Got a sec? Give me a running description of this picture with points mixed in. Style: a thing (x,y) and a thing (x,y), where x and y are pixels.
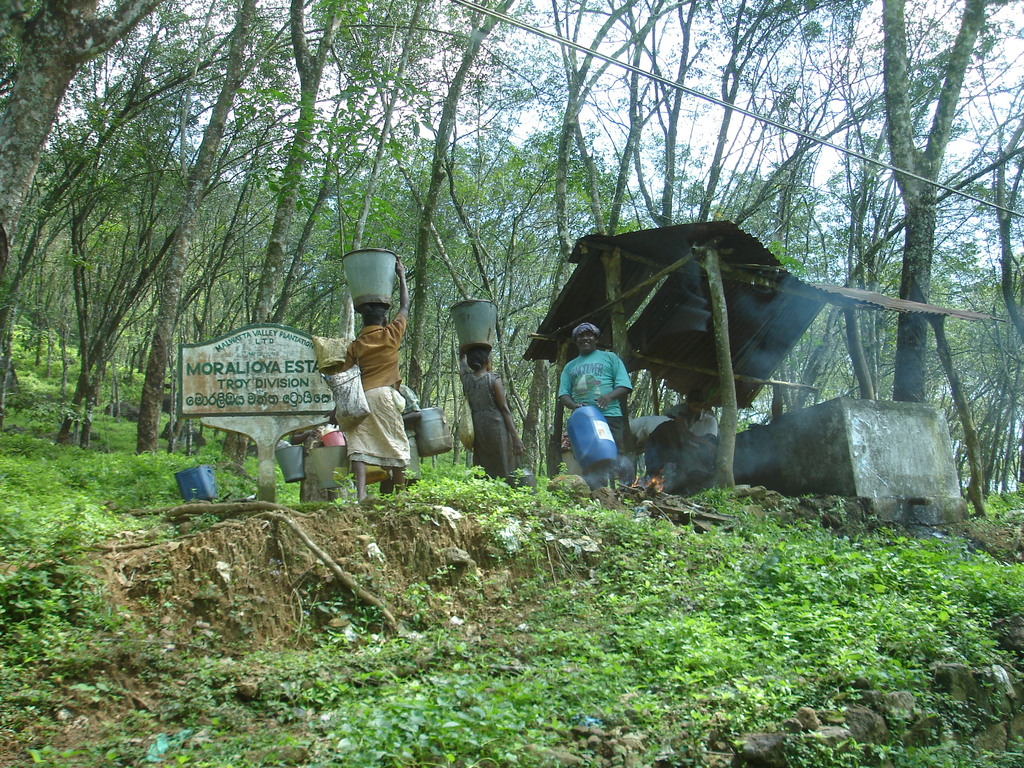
At the bottom of the image (647,606) there is grass (129,522) and small stones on the ground (579,588). Also there are few people (396,376) standing with few items (585,414) holding in their hands (305,442). And also there is a sign board (263,416) and small brick wall (810,440) with wooden poles (728,339) and roof (729,319). In the background (804,359) there are trees (42,126) and at the top of the image (836,138) there is a sky (836,138).
